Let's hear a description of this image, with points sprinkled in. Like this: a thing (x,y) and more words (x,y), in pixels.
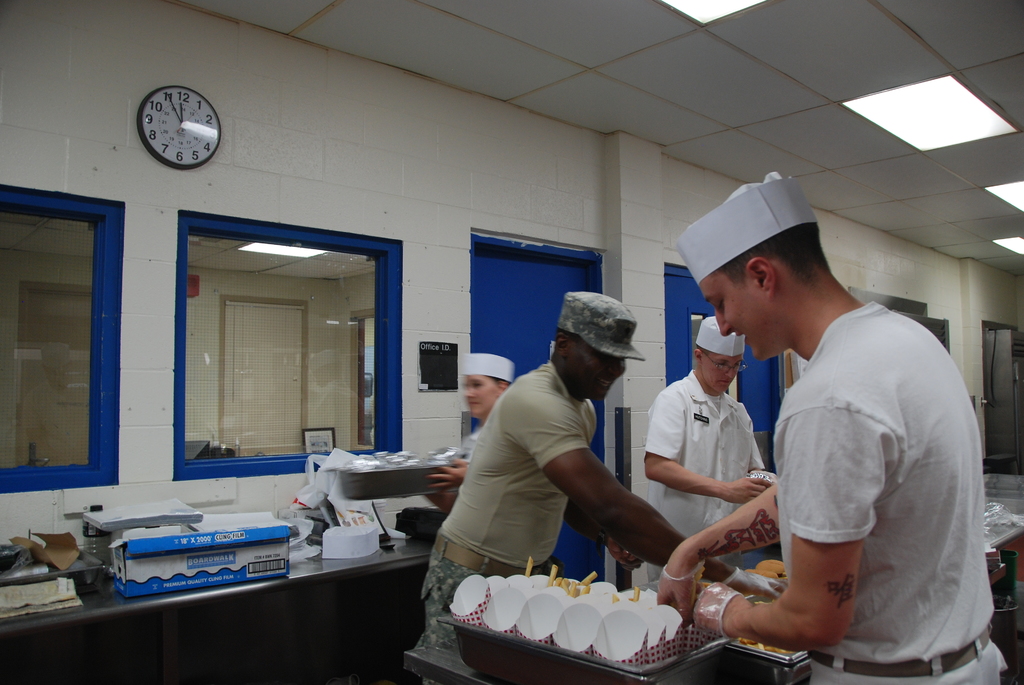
This picture shows few people (582,474) standing and they wore caps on their heads (733,375) and we see a man (729,372) wore spectacles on his face (722,358) and we see paper cones (560,608) with french fries (587,588) in it and a wall clock (165,115) and few boxes (247,528) on the table (399,558) and few roof lights (891,110).
